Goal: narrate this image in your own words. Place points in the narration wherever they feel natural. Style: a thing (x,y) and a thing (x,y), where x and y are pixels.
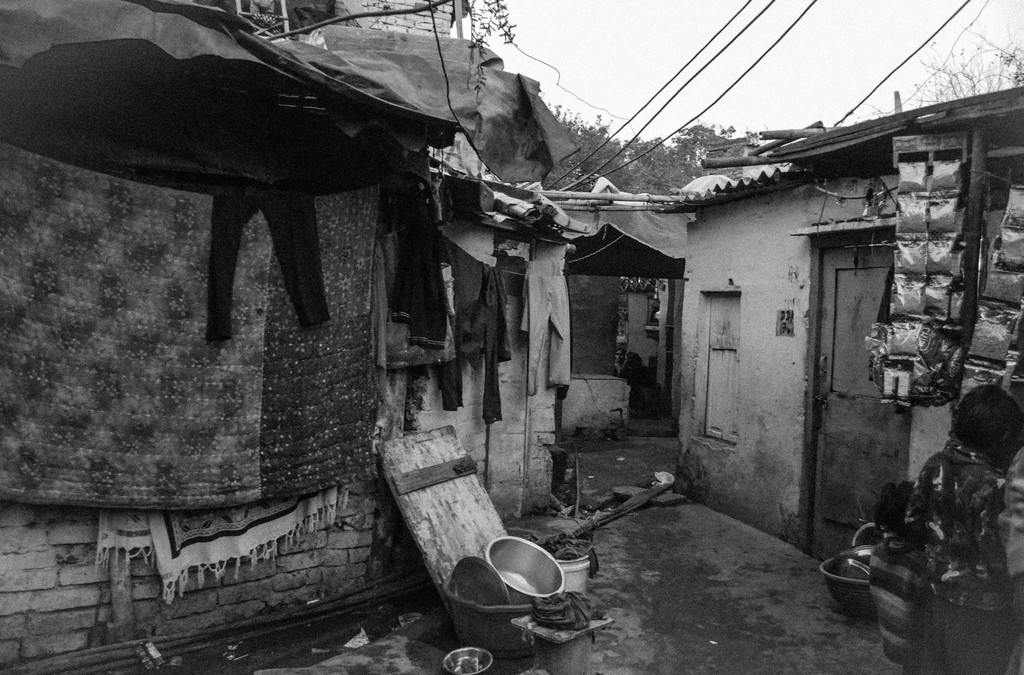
This is a black and white picture. Here, we see buildings (831,315). In the right bottom of the picture (876,559), we see a boy (938,575) wearing the bag (897,625). At the bottom of the picture (581,558), we see the tub (512,638) and vessels (458,656). Beside that, we see bed sheet (192,497), blanket (194,472) and clothes (211,321) on the rope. At the top of the picture (548,96), we see the sky (656,128) and wires (634,131). There are many trees (652,158) in the background (625,158).
